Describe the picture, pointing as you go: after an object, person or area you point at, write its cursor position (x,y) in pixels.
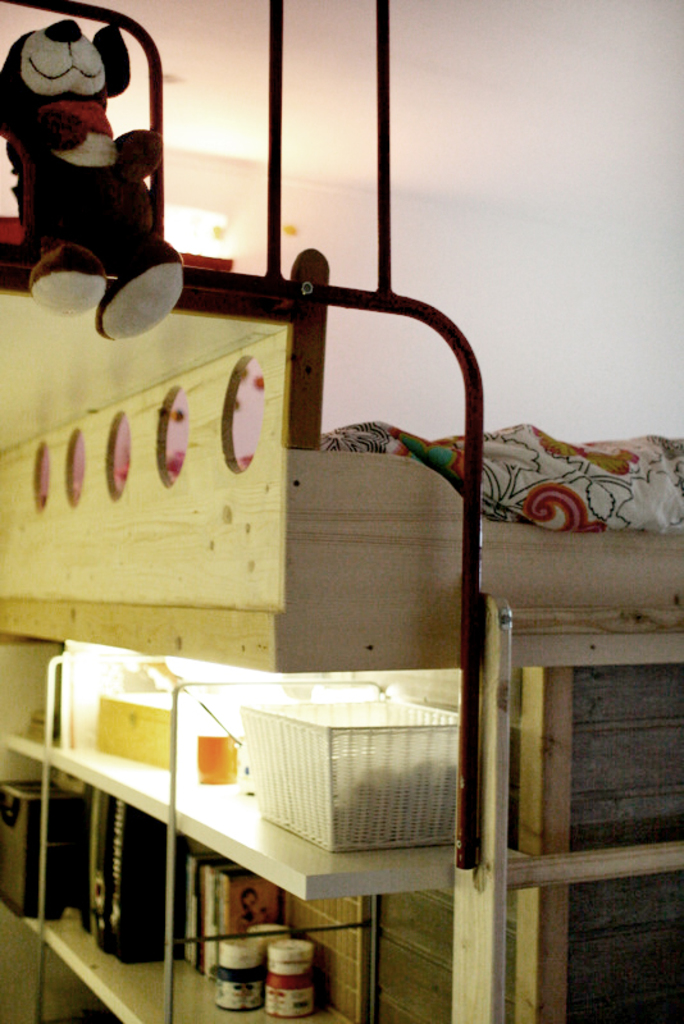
In this picture there is a bottle (256,952) in the rack (186,976). There is a teddy bear (113,201) on the rod (473,626). There is a cloth (539,466). There is a cup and a basket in the shelf (42,818).
